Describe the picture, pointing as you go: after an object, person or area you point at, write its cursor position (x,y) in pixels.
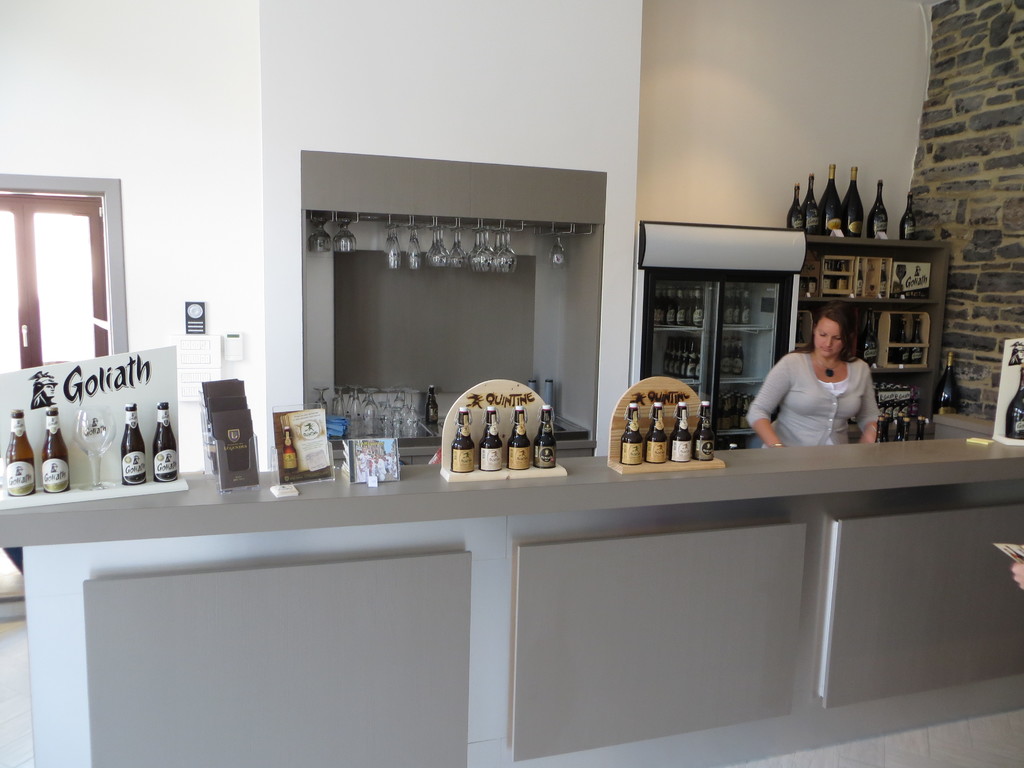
This picture shows a bunch of bottles (686,452) and wine glasses (564,263) and a woman (760,409) standing.
